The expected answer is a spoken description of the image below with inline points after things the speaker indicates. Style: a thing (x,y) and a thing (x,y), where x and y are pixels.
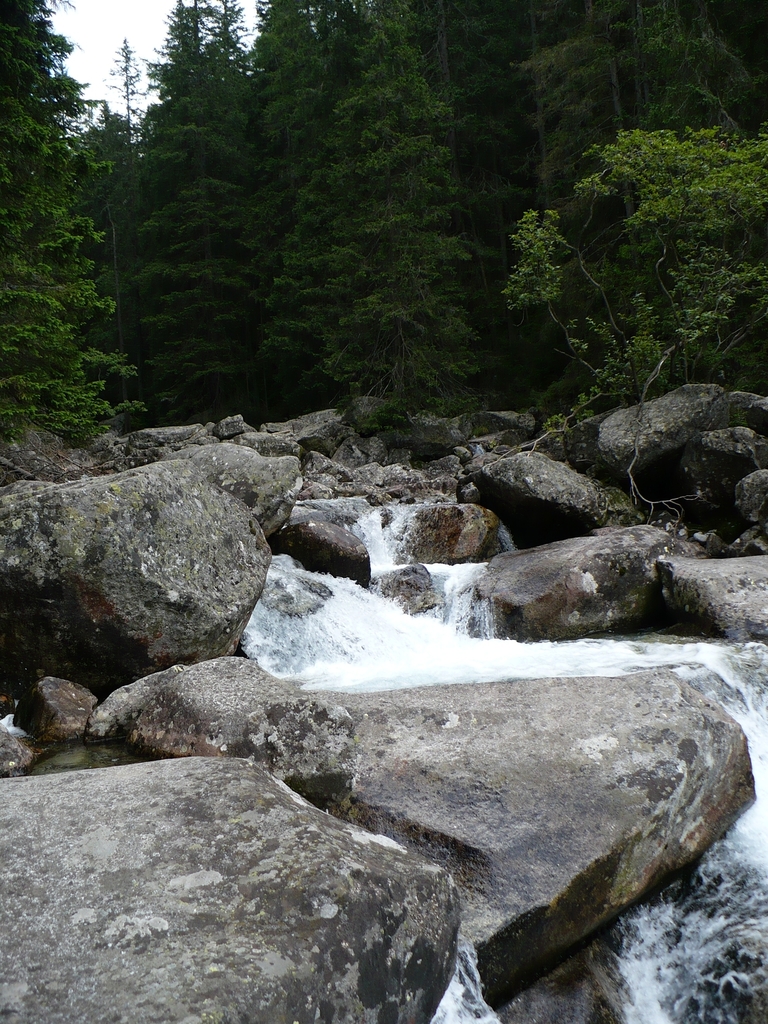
In this image there is a waterfall (347,632), rocks (294,492), trees (265,226) and the sky (142,54).
